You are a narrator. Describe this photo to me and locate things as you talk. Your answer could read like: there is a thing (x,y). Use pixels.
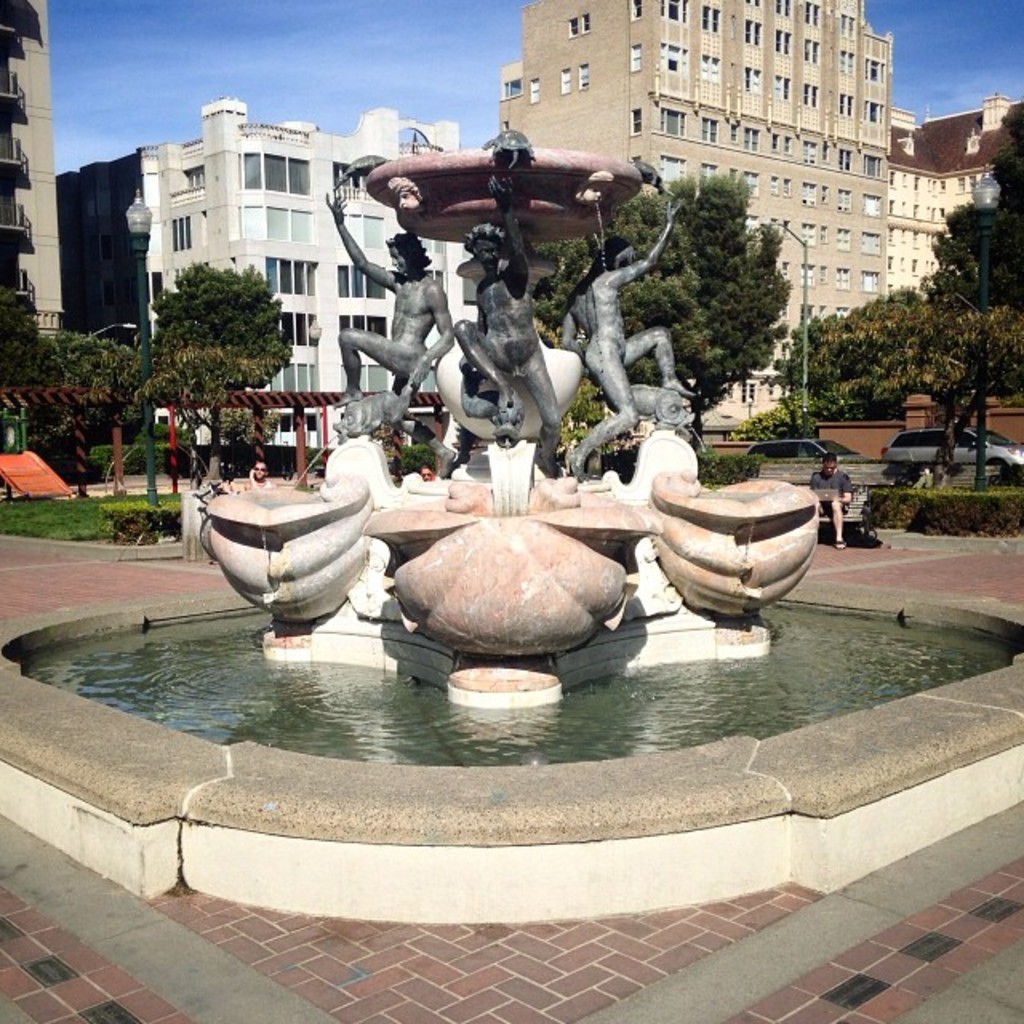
In this image I can see the water fountain (414,577), statues (482,415) on the fountain (505,394) and people (839,517). Among these people (252,470) some are standing and some are sitting. In the background (249,250) I can see buildings (305,291), trees (716,343), street lights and the sky (264,89). Here I can see the grass (57,523).
